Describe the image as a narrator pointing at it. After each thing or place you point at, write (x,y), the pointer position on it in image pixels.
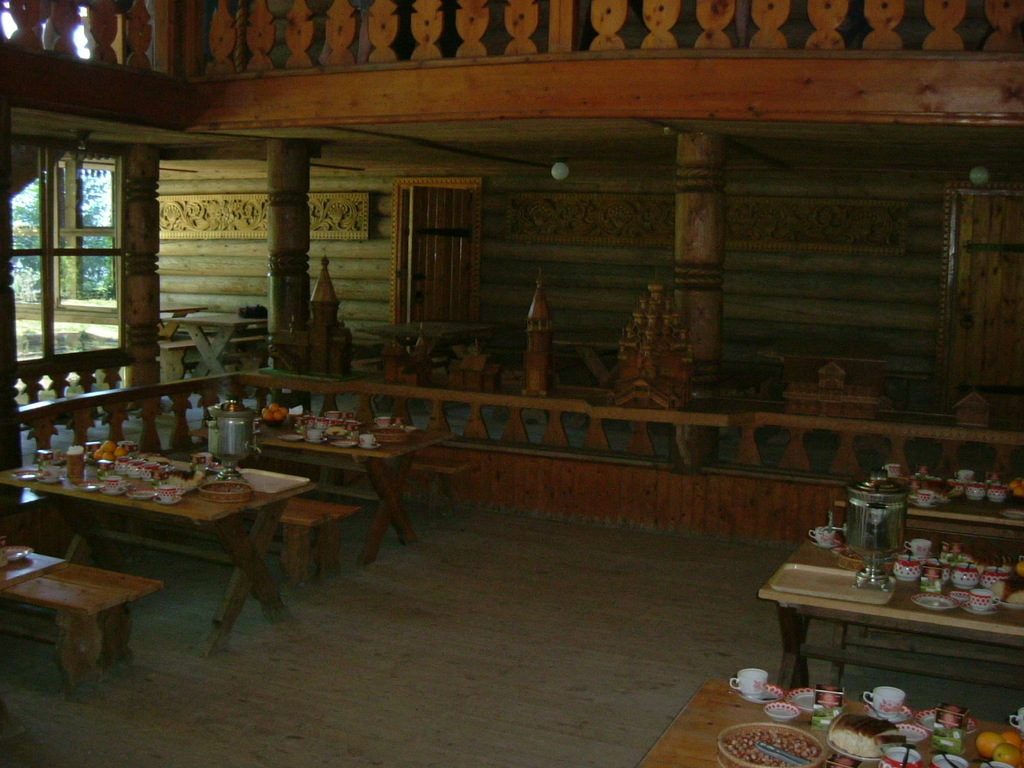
In the foreground of this image (133,617), there are benches (307,513) and tables (294,429) on which there are many objects (165,469). At the top (579,56), there is wooden railing (332,56). In the background (457,229), there is a door (463,260), wooden structures (544,343), wall (568,229) and the bulbs (978,175).
